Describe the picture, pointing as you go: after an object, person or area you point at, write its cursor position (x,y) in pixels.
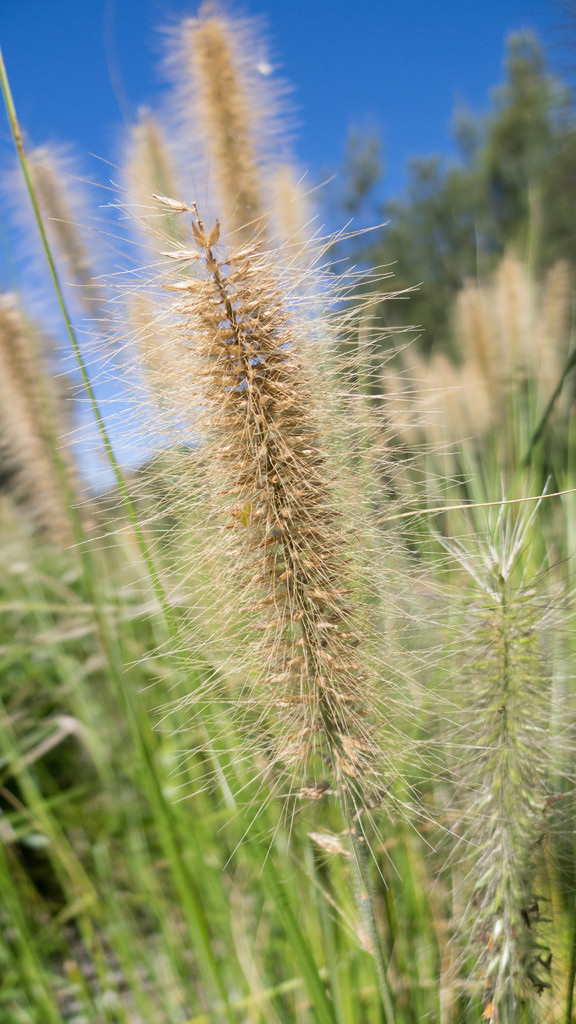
In this picture I can observe plants (378,446). In the background (353,57) I can observe a sky (373,98).
